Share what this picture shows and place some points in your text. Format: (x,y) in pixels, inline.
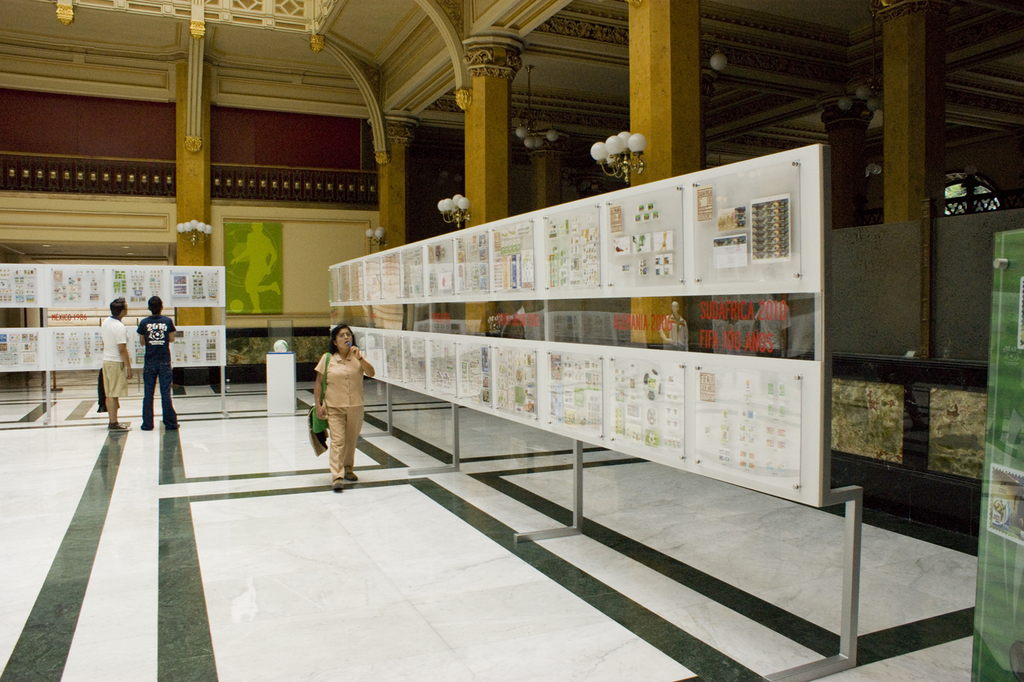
In this picture I can see three persons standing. I can see papers (527,360) attached to the glass boards (650,242). There are lamps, pillars (887,25), chandeliers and some other objects (1010,612).
